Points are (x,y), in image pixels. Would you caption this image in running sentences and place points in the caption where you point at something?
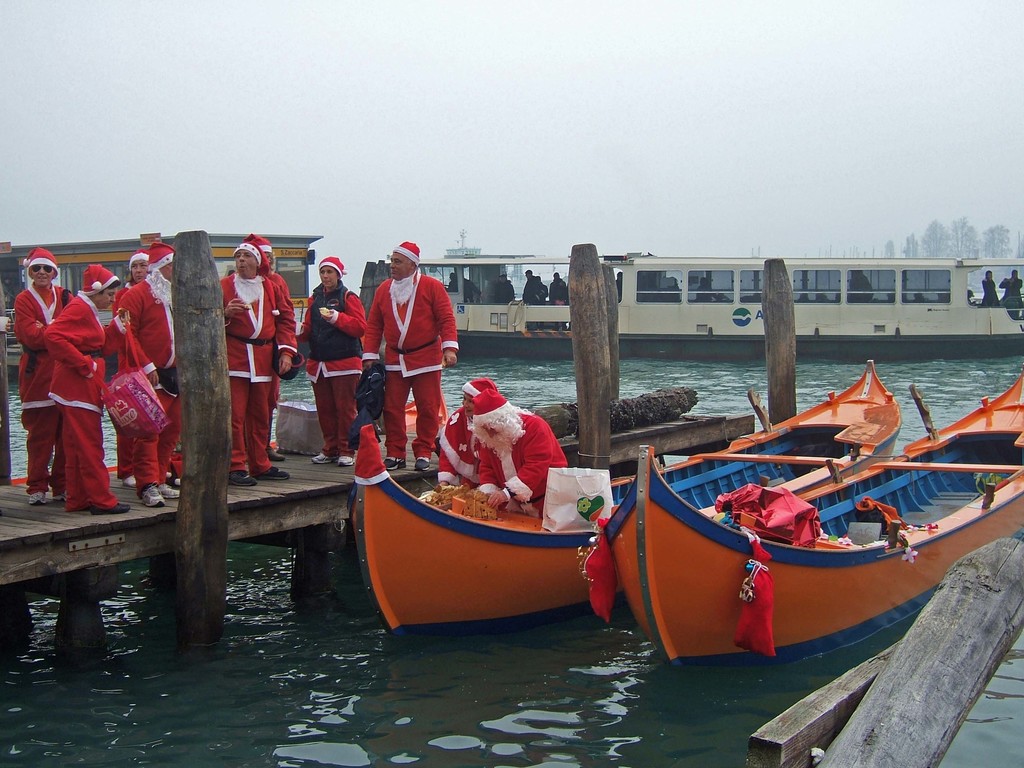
On the left (335,420) we can see group of persons (403,319) who are wearing santa claus dress (142,316) and standing on this wooden bridge (8,487). On the right (818,459) there are two orange color boats (788,482). Here we can see two person (516,453) sitting on the boat (512,527). In the background (510,283) we can see some peoples (1011,282) are standing on this ship (864,332). On the right (997,242) background (962,236) we can see many trees (941,236). On the top (774,46) we can see sky (785,85) and clouds (848,76). On the bottom (296,708) there is a water (304,751).
